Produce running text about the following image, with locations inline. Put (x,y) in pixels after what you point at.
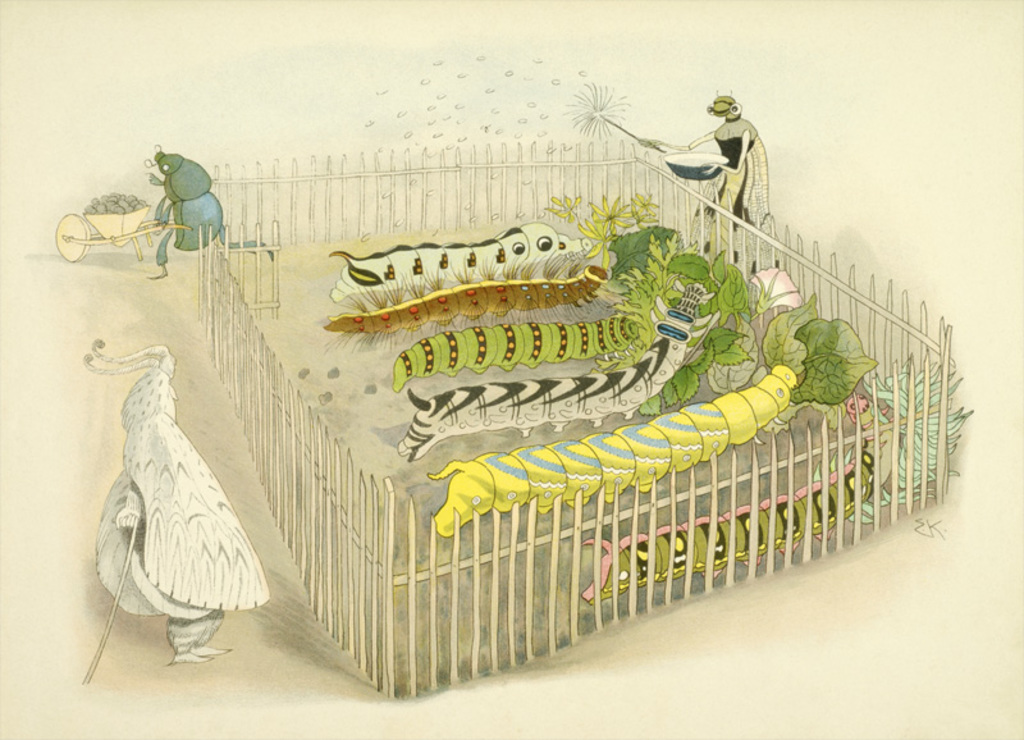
In the center of the image (577,466) we can see worms (616,378) and there are plants (781,331). There is a fence (477,514) and we can see a trolley (103,242). There are flies (160,540).
